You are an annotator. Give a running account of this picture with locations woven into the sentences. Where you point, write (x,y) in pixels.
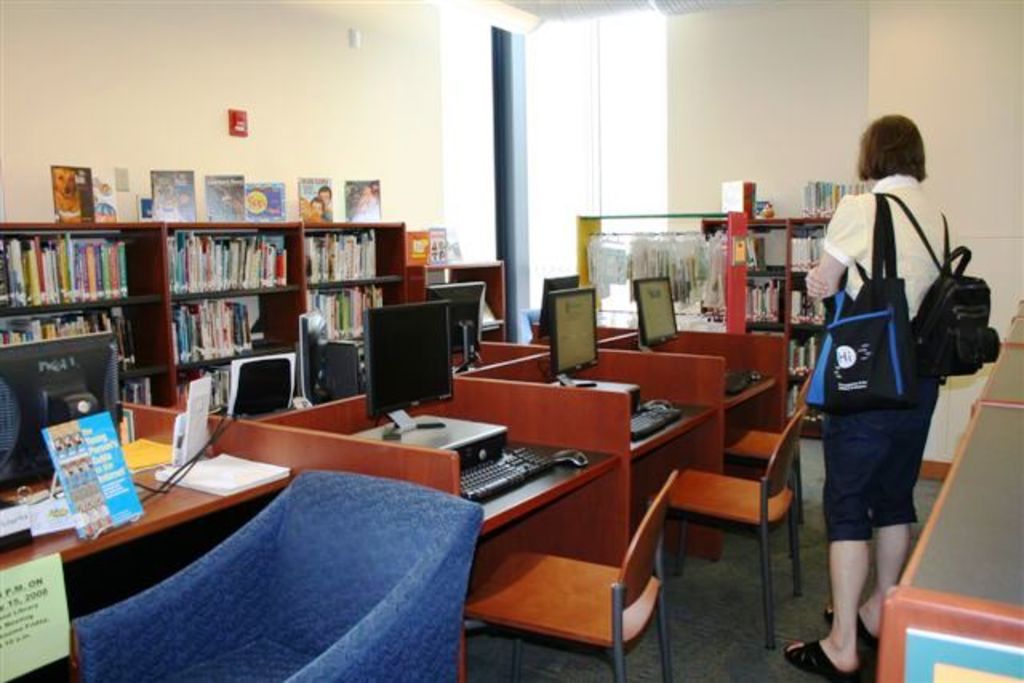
A lady (909,311) is standing wearing bags (891,334). In front of her there are tables (691,405), cupboards (789,253). On table (491,418) there are computers (500,441), keyboard (535,468). And there are chairs (730,498). On the cupboard (226,295) there are many book (224,281). In the background (212,95) there is a wall (158,135) with posters (86,185). On the side there are cupboards (760,268) and some things (678,257) are hanged in the cupboards (793,283).
